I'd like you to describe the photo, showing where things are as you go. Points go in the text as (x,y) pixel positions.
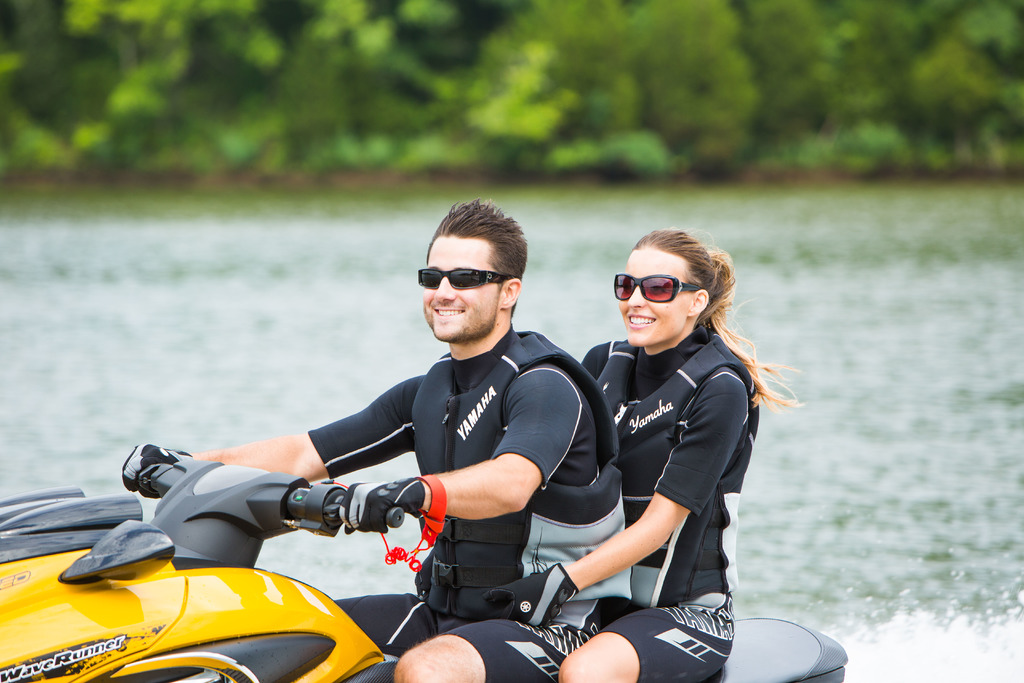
In this image there are people (446,331) and watercraft (302,492) in the foreground (230,540). There are water (62,197) and trees (199,58) in the background (237,235).
